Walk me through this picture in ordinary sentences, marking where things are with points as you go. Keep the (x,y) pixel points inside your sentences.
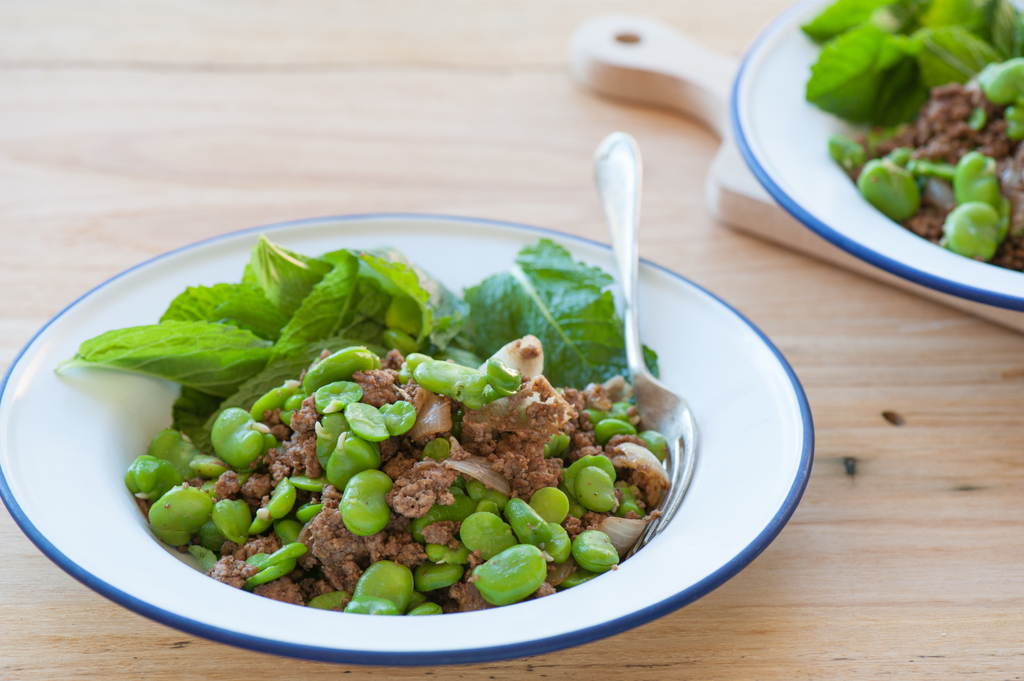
In this image there is a table (656,180) and we can see plates (693,378) containing food (577,366), tray (743,180) and a fork (657,430) placed on the table (830,615).
